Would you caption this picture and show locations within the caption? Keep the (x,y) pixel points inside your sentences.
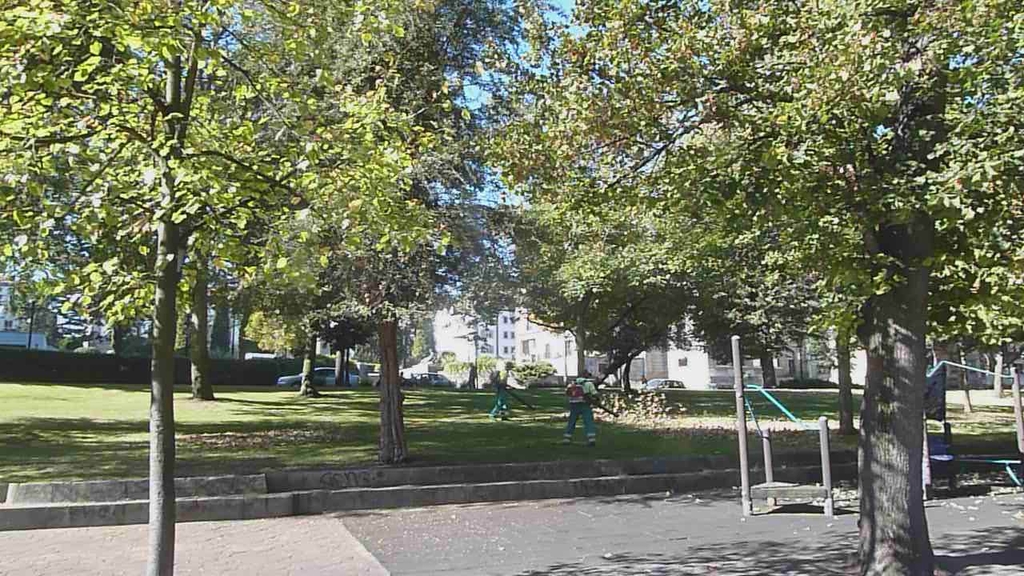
There are trees (311,206), grass (537,402) on which 2 people (583,414) are present. There are vehicles (294,377) at the back (280,381) and there are buildings (537,339).
